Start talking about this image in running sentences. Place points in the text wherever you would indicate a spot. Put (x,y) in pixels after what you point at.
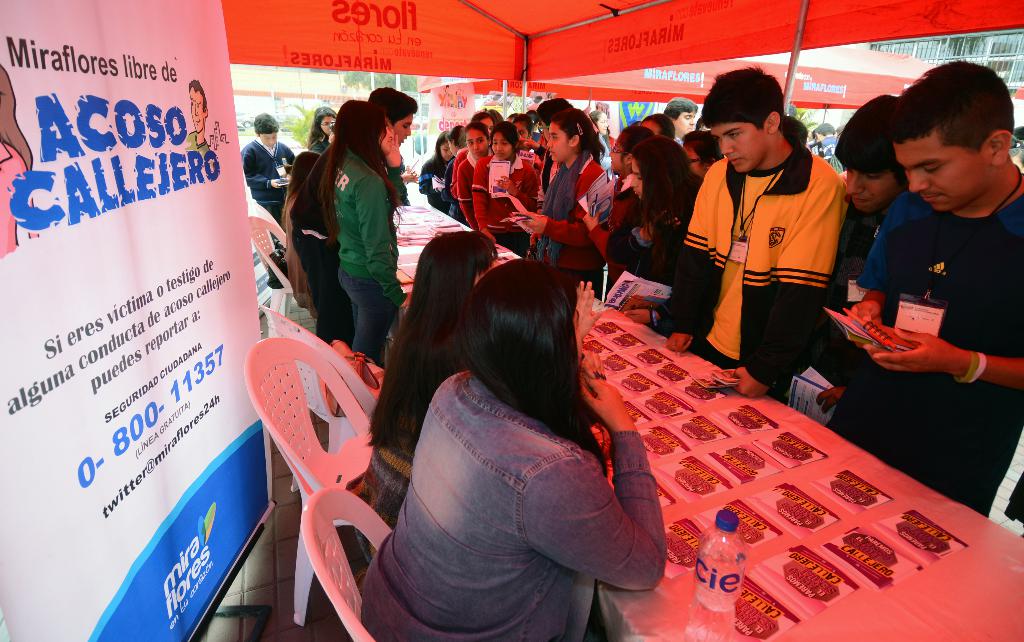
In this image I see number of people (572,142) in which these 2 women (474,250) are sitting on chairs (319,460) and I see that rest of them are standing and few of them are holding few things (844,314) in their hands (936,363) and I see many things (419,231) on these tables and I see a bottle (739,586) over here and I see the banner (114,514) over here on which there is something written. In the background (661,71) I see something is written on this thing (680,76) and I see the poles (794,81).
